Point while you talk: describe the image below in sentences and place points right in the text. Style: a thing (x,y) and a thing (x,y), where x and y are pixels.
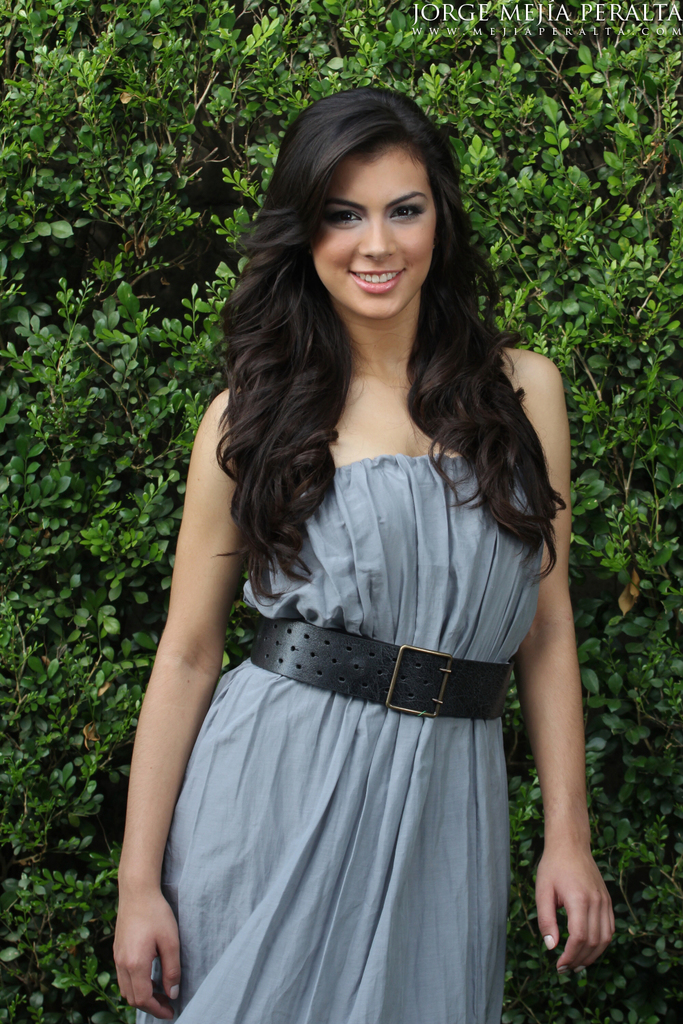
In this picture there is a girl (610,937) in the center of the image (429,504) and there are plants (377,70) in the background area of the image (24,691).
